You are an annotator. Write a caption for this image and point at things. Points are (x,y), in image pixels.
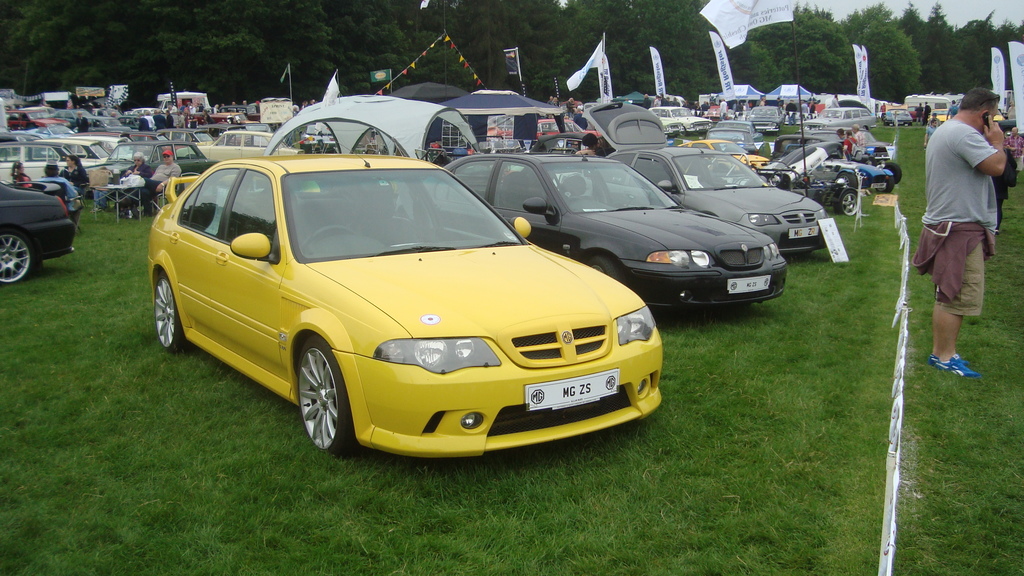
This picture contains many cars (567,201) which are parked in the garden (905,177). On the left side of the picture (135,164), there are people (48,181) sitting on the chairs (78,218). There are flags (328,99) and banners (730,81) in the background (274,119). There are trees (292,31) in the background (826,60). At the bottom of the picture (491,509), we see the grass (913,199), The man (952,191) on the right side (955,170) is holding a mobile phone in his hand (991,126) and he is talking on the phone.
